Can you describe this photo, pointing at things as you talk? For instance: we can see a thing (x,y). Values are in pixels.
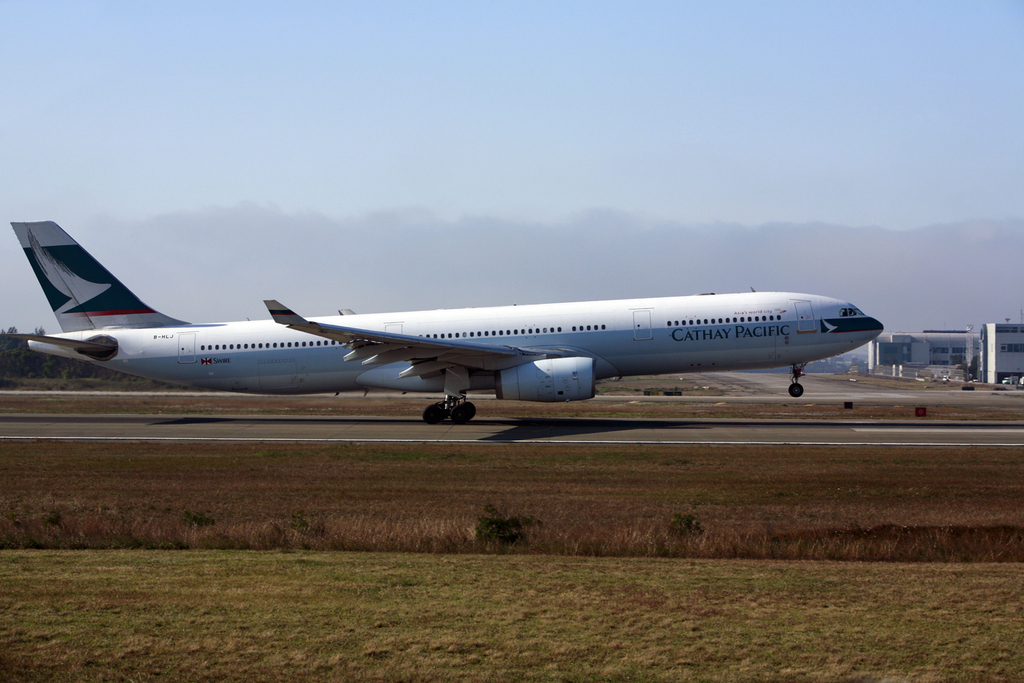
In this picture we can see an airplane (519,375) here, at the bottom (529,613) there is grass (518,621), in the background (952,345) we can see buildings (961,354), there is the sky (549,161) at the top of the picture (534,94).
